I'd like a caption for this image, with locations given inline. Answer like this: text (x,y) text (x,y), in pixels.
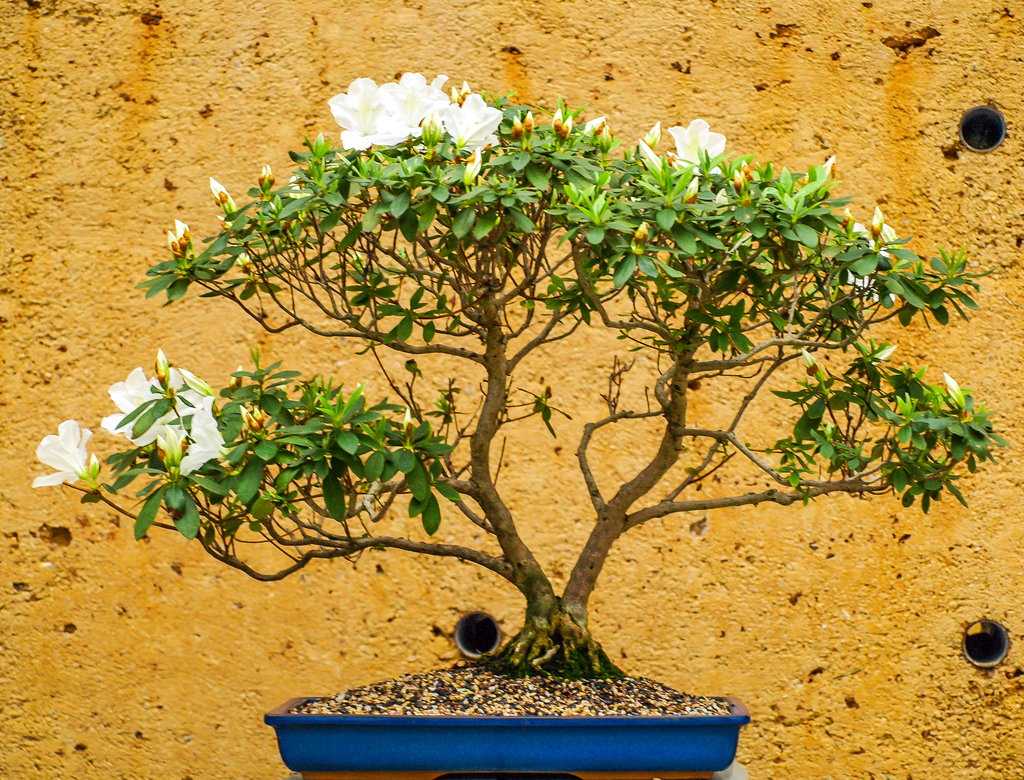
In this image I see small plant (626,188) and I see green leaves (532,196) and white color flowers (691,186) on it and in the background (89,78) I see the orange color wall (1007,711).
